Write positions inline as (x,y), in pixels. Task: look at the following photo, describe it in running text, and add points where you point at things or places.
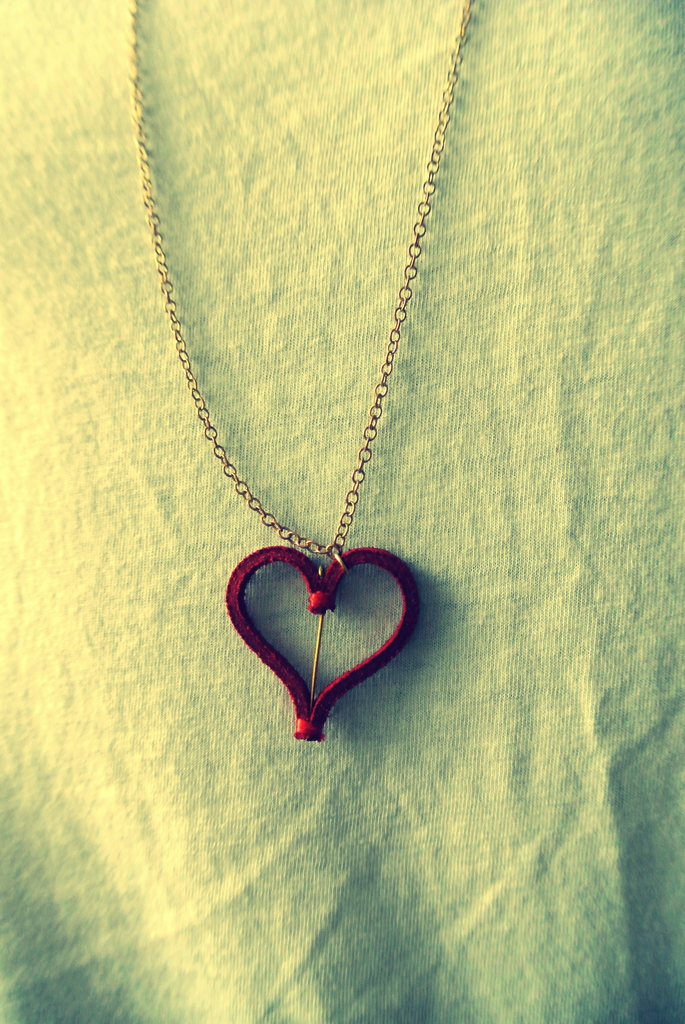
In this picture we can see a chain (338,551) and a locket (347,551), in the background (502,582) there is a cloth (517,412).
